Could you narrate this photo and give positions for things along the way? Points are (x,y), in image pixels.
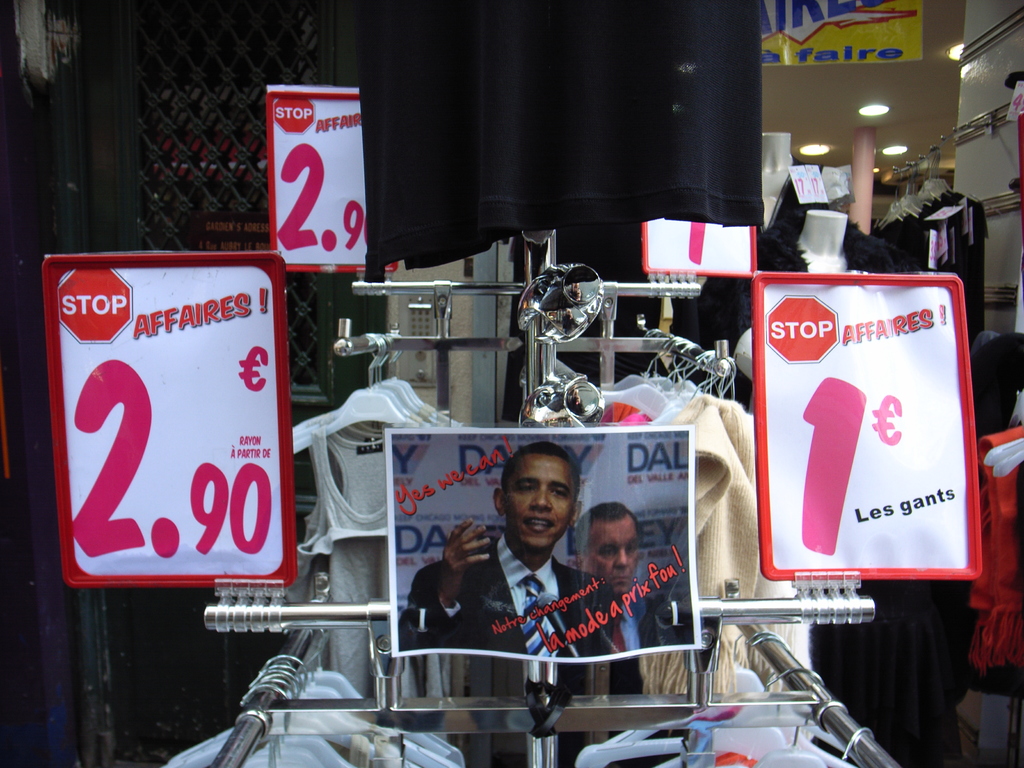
In the center of the image (381,345) we can see a closet (392,722) and there is an Obama poster (535,516) with the red color text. Image also consists of lights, clothes (886,242) and information boards (157,405).
